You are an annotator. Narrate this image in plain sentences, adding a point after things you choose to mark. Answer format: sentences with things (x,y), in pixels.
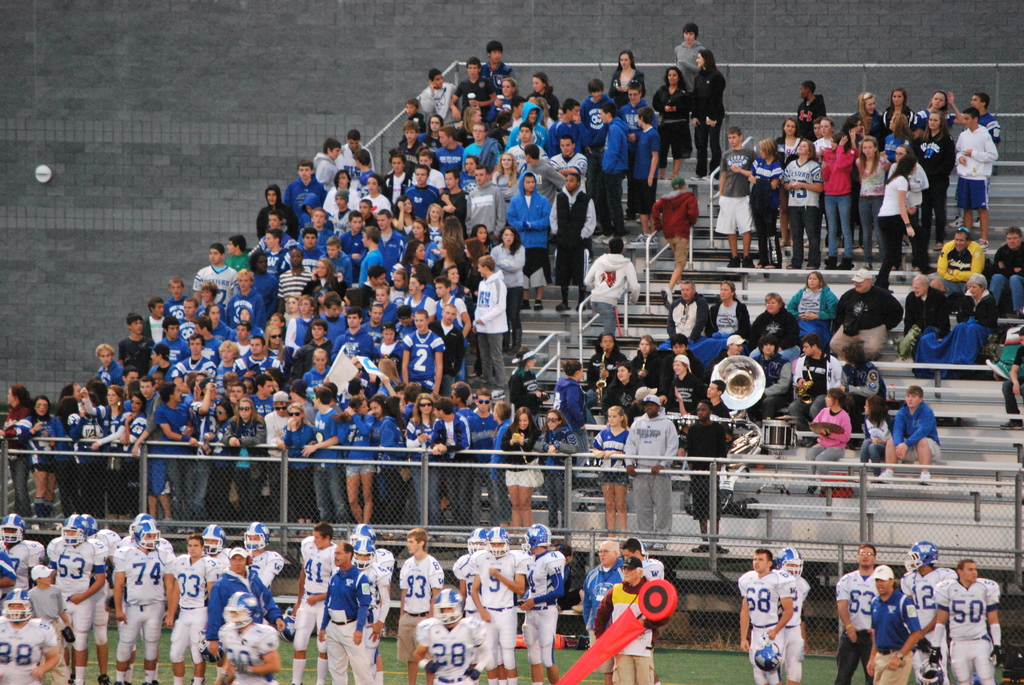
In this image, we can see a group of people (863,210). Few (30,435) are standing and sitting. At the bottom (717,666), we can see a ground (705,671). Here there is a mesh (291,520) with poles (865,530). Background (731,46) we can see a wall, rods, stairs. Here a person (635,609) is holding some red color object (633,622).
